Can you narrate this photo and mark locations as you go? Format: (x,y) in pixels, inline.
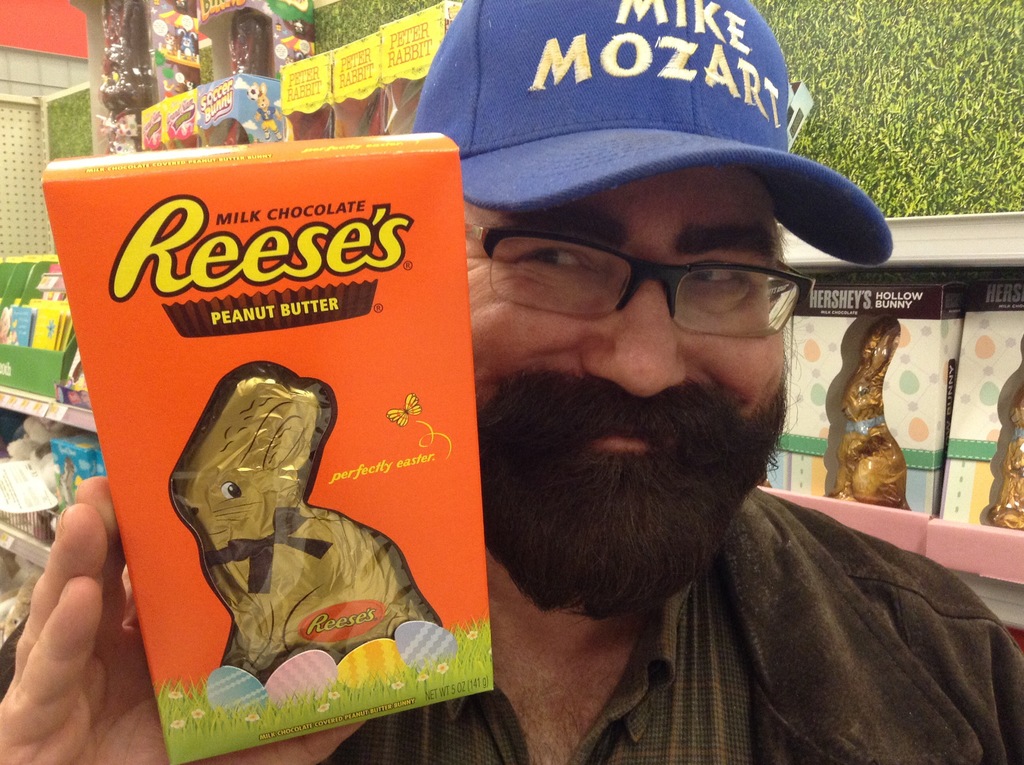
In this image in the front (439,555) there is a person (555,587) smiling and holding a box (369,500) with some text (324,305) written on it and in the background (327,97) there are boxes (174,73) and there is wall (31,67) which is white in colour.
